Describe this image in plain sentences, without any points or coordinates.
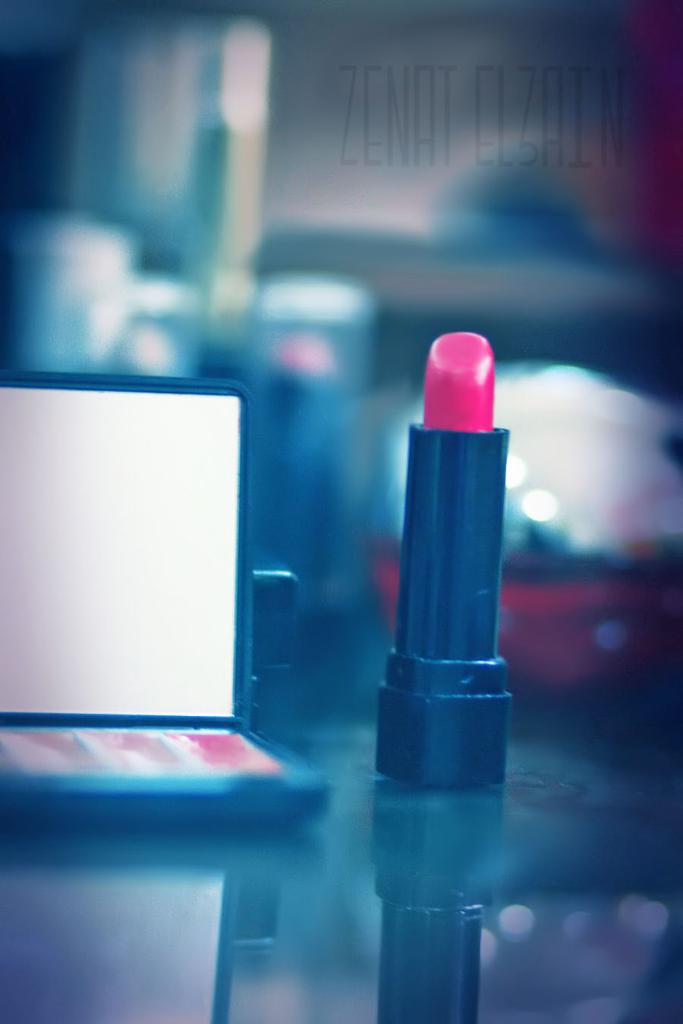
In the middle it is a lipstick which is pink color.
